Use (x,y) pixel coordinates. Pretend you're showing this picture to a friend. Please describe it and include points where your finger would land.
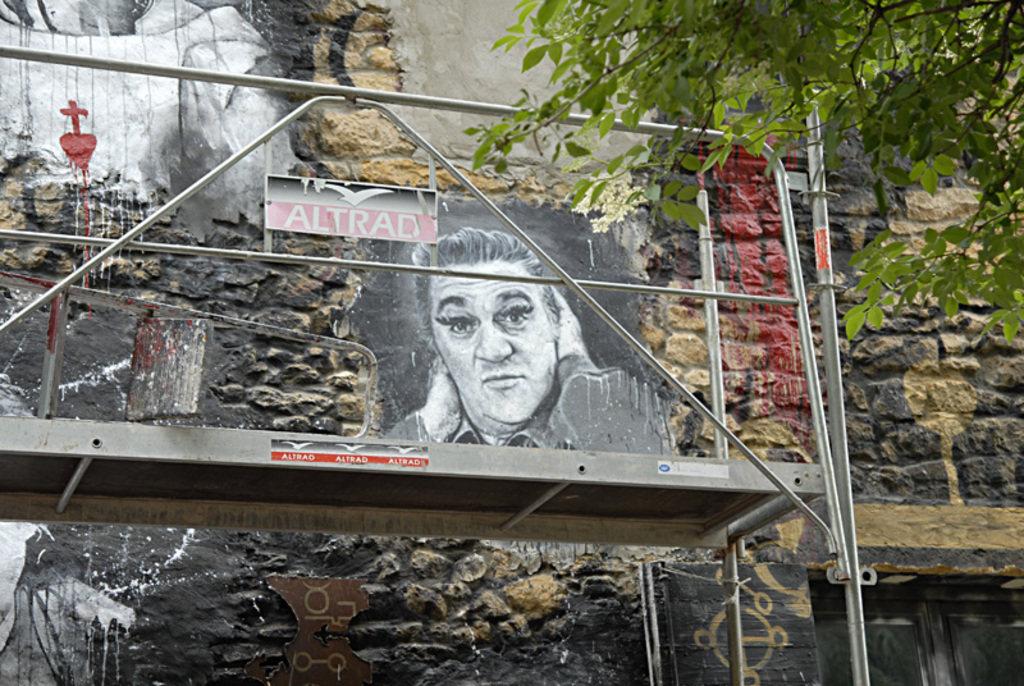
In this image we can see a building (894,560) with a door (936,608) and we can also see the painting (159,42) on the building wall (680,311). We can see some metal rods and also a tree (879,134).
